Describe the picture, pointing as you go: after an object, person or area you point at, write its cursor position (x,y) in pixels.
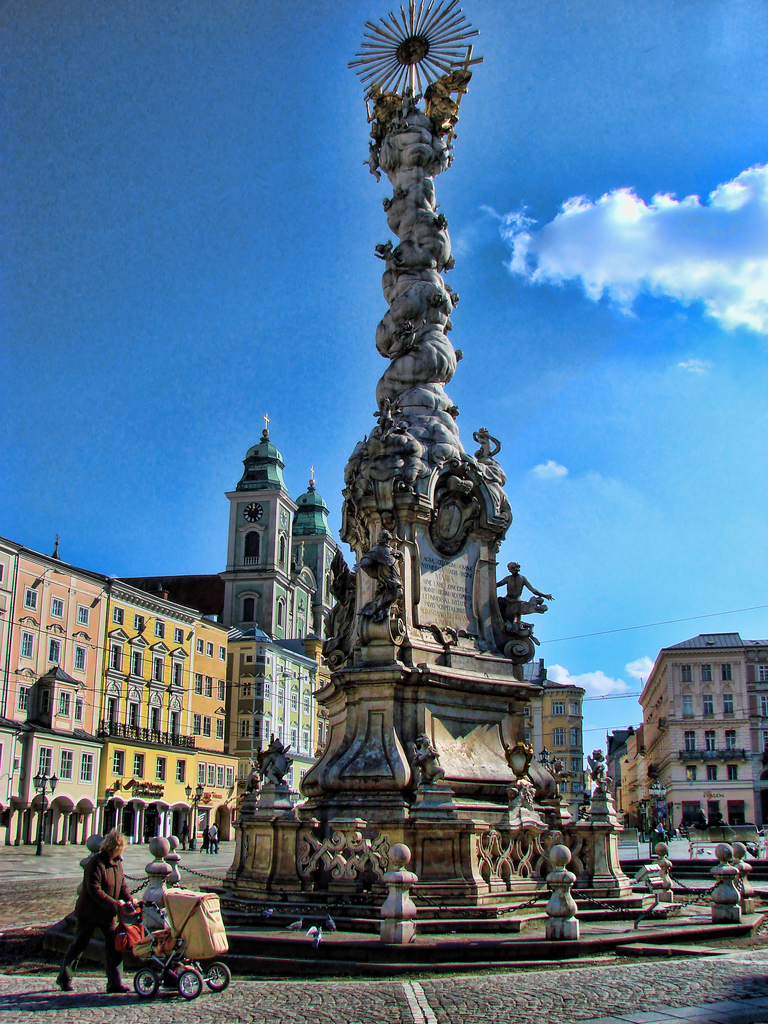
Here in the middle (439,389) we can see a statue (446,503) present on the ground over there and on the road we can see people (96,898) walking here and there and behind them we can see buildings (297,619) present all over there and we can see clouds (644,267) in sky (644,267) over there.
